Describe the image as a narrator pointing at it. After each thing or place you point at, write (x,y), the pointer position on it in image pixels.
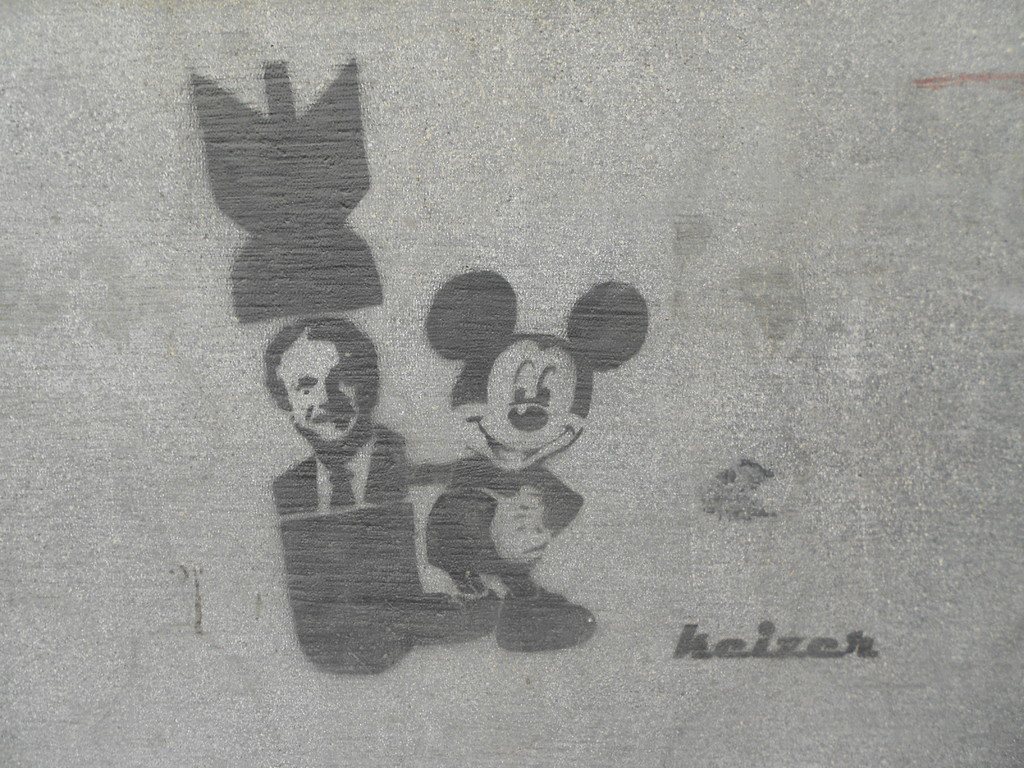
In this image, there is an art (436,547) contains a person (327,424) and mickey mouse (477,421).
